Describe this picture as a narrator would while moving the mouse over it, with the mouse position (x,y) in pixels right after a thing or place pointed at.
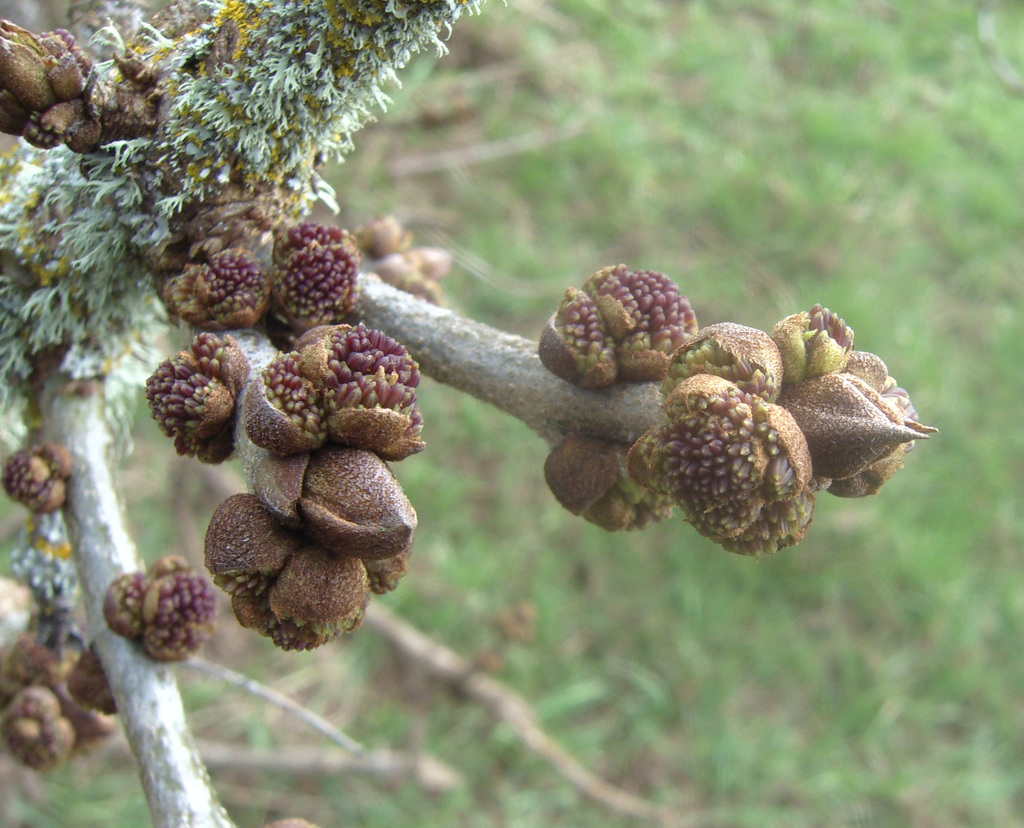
In this image I can see few fruits (754,536), they are in brown and purple color and I can see green color background (911,314).
